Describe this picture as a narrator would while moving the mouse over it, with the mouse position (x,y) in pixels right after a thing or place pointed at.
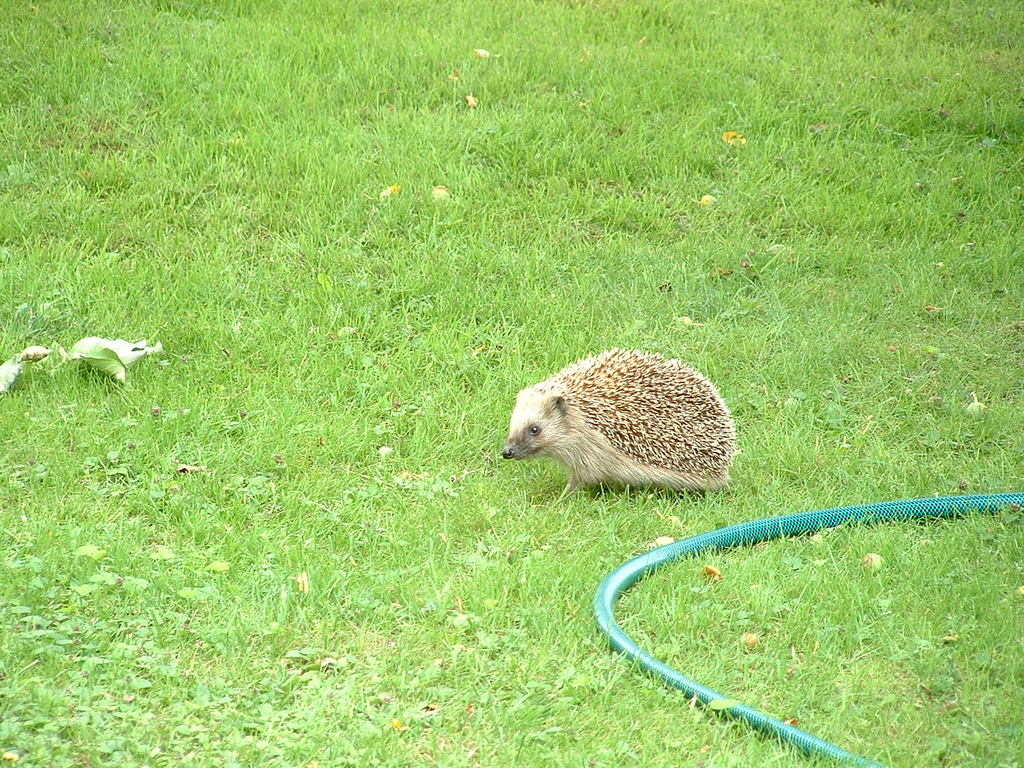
In this image, I can see an animal (636,449) named as domesticated hedgehog (559,438). This is a grass (420,338), which is green in color. I think this is a water pipe (967,505).
